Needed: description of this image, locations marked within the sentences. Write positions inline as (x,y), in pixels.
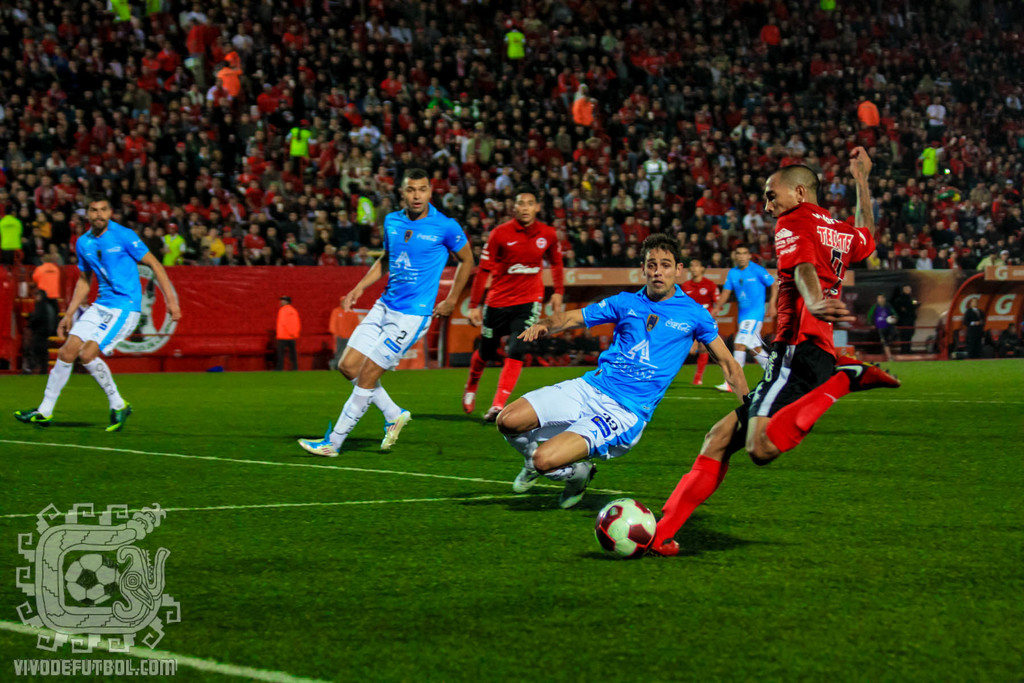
This image is clicked in a football stadium (534,127). There are many people (360,191) in this image. To the left (117,324), the player (106,292) is wearing blue jersey (117,301). To the right (809,348), the player (808,331) is wearing red jersey (808,331). In the background (361,181), there are many people (599,56) sitting and watching the game. At the bottom (442,608), there is a green grass (564,609).
